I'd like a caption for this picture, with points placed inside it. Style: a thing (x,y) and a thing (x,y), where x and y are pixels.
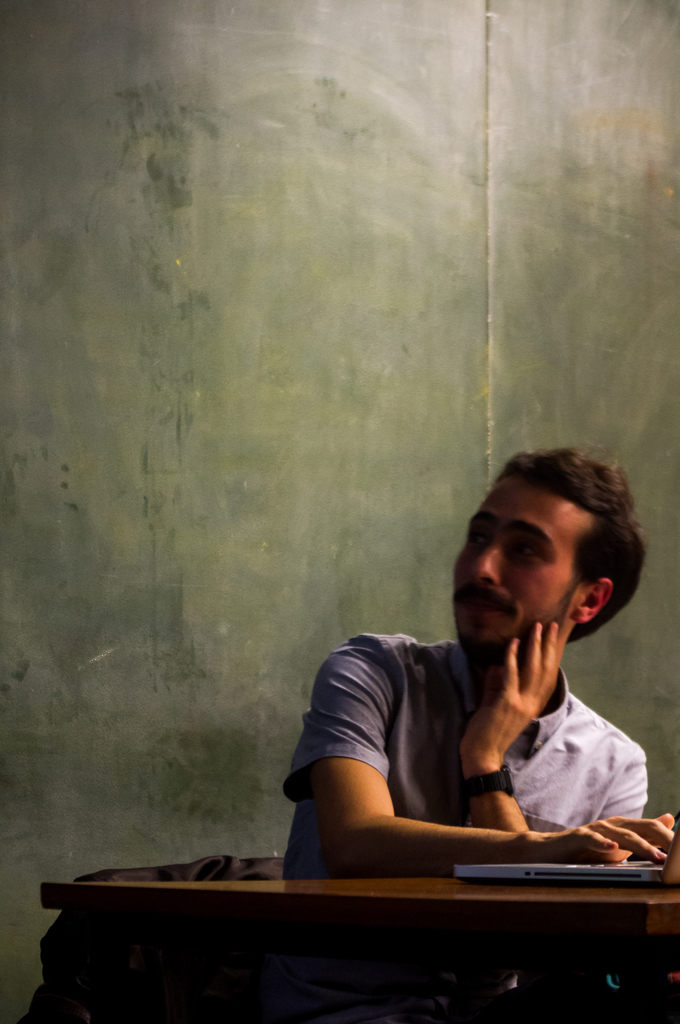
In the image we can see there is a person (553,689) who is sitting on chair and on the table (526,896) there is a laptop (641,863).
